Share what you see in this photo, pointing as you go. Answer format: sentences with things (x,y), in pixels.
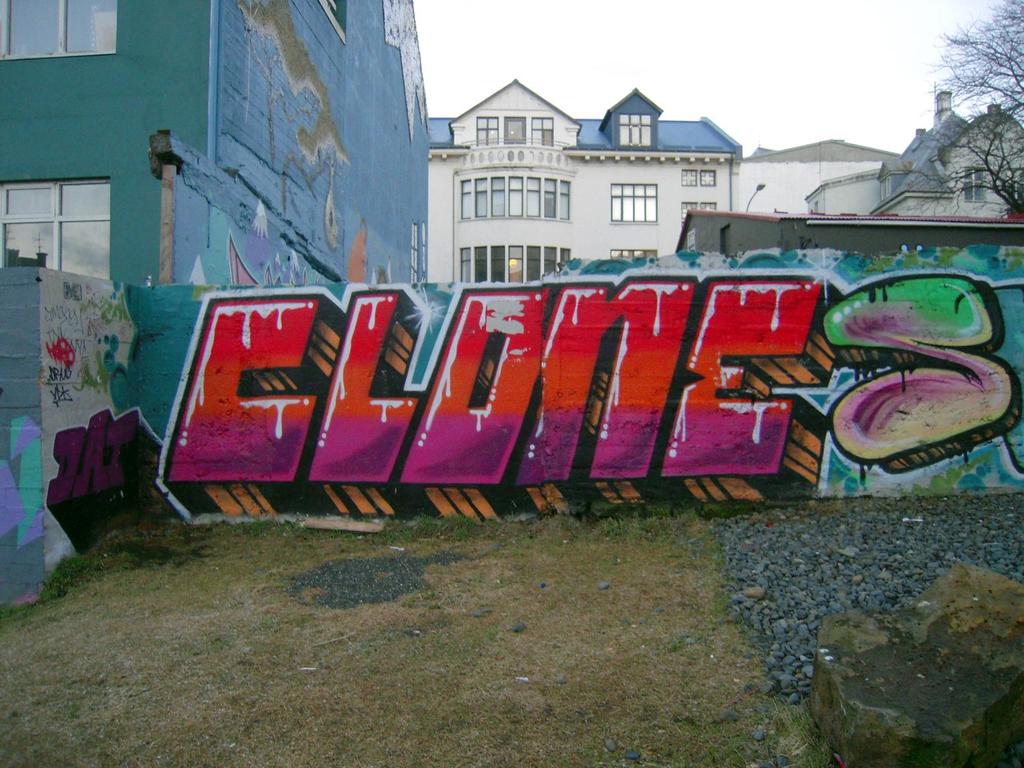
In the center of the image (540,378) we can see graffiti (353,375) on the wall (488,351). At the bottom of the image (453,631) we can see grass (555,623) and stones (853,595). In the background (852,169) we can see buildings (771,190), tree (961,133) and sky (473,59).
